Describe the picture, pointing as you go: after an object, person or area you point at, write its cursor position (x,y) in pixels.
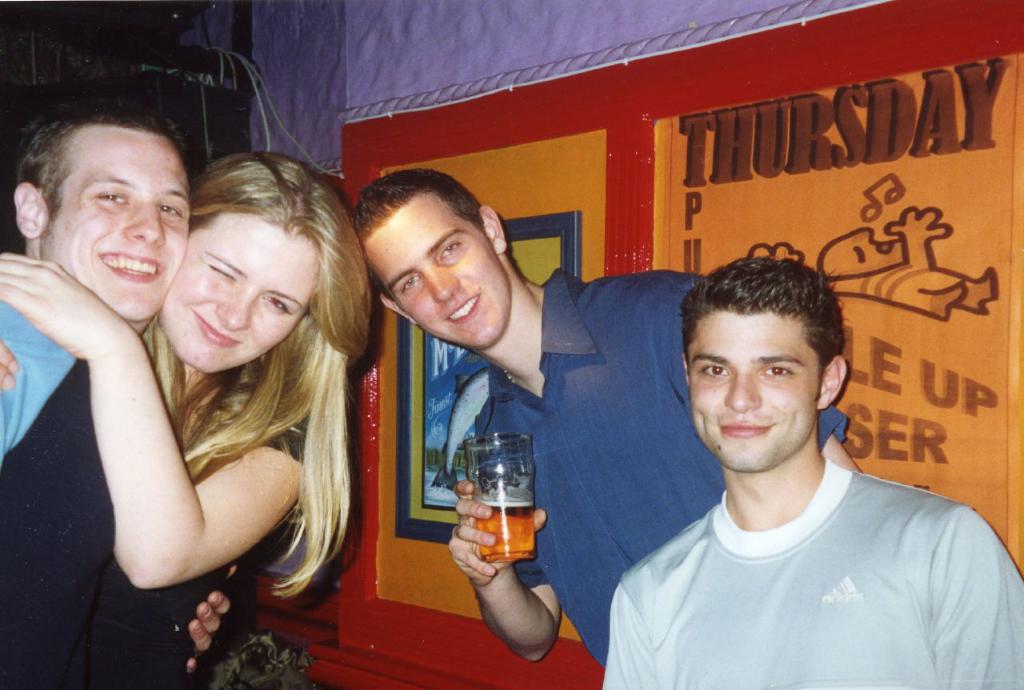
In this image i can see three men (587,388) and a woman (177,288) standing at the background (458,391) i can see a banner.
